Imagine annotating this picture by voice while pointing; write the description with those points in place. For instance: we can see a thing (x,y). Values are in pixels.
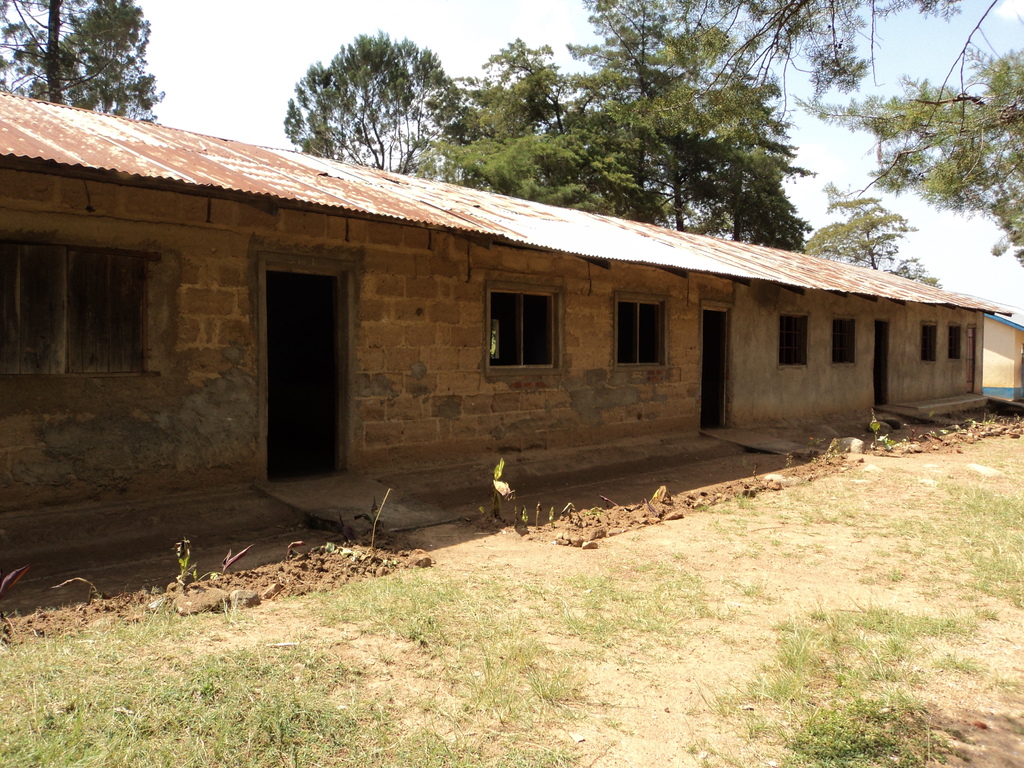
At the center of the image (441,421) there is a building (294,402), in front of the building (266,463) there are plants (616,507) and grass (193,733). In the background (292,108) there are trees (424,88) and a sky (456,74).
